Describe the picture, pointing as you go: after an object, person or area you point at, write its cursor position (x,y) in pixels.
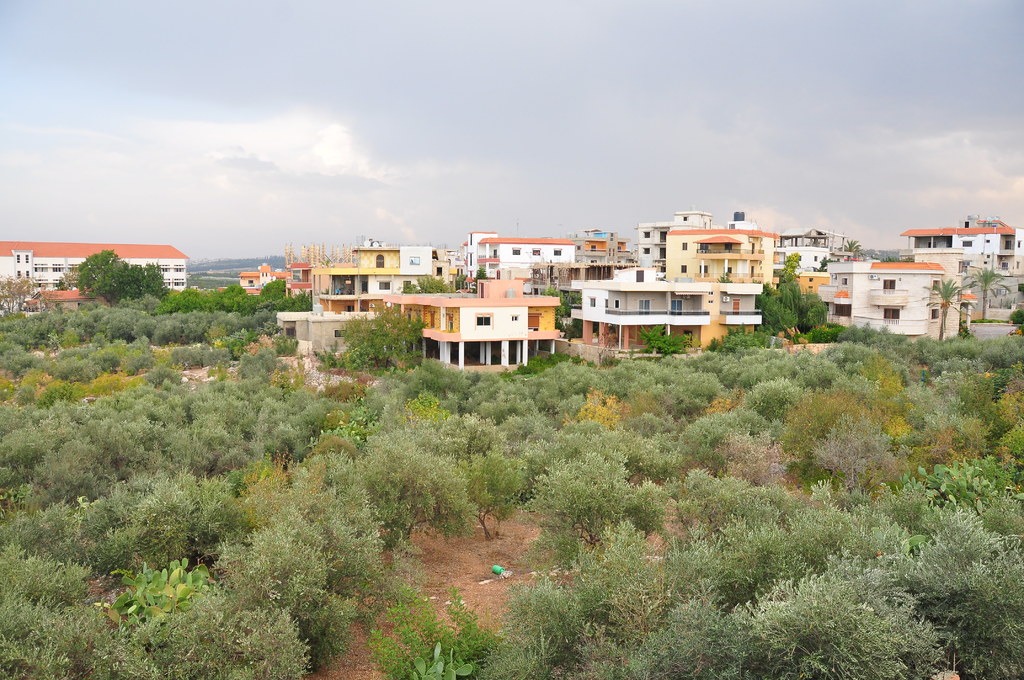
In this image we can see a few buildings (494,322), there are some trees (492,465), pillars (504,363) and windows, in the background (647,121) we can see the sky (657,136) with clouds (657,113).
